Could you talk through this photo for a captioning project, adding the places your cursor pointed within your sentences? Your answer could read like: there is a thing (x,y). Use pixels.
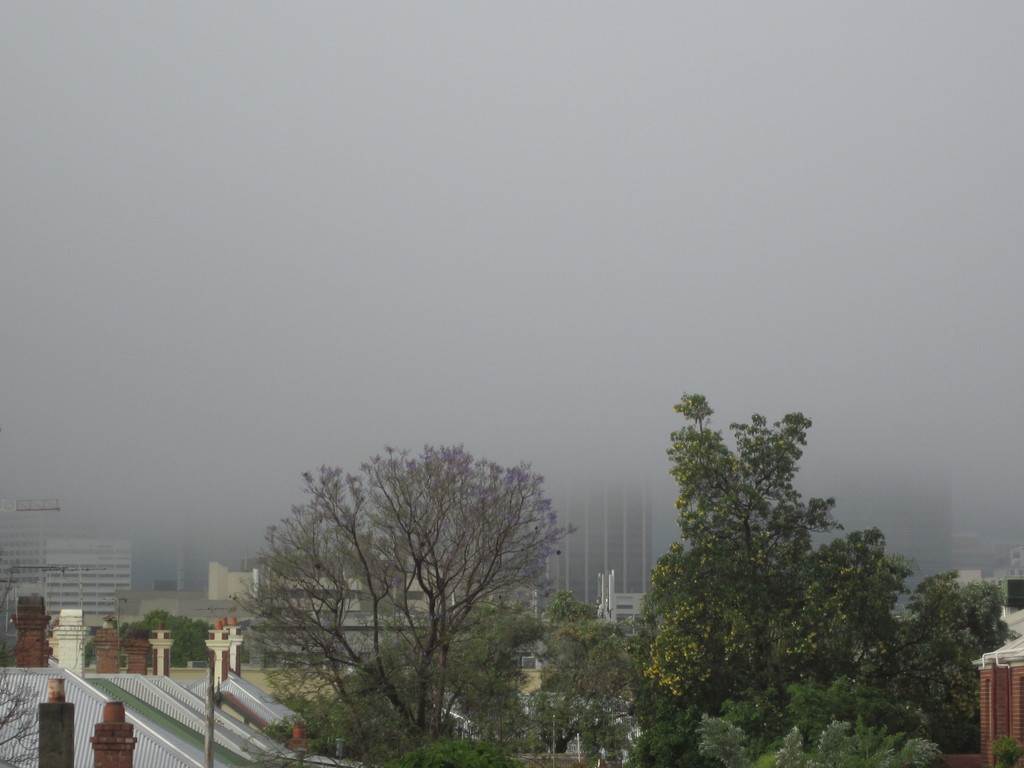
In this picture I can observe some trees (698,622). There are houses (123,705) and buildings (164,585) in the background (606,546). I can observe fog (432,225) in the background (484,275).
